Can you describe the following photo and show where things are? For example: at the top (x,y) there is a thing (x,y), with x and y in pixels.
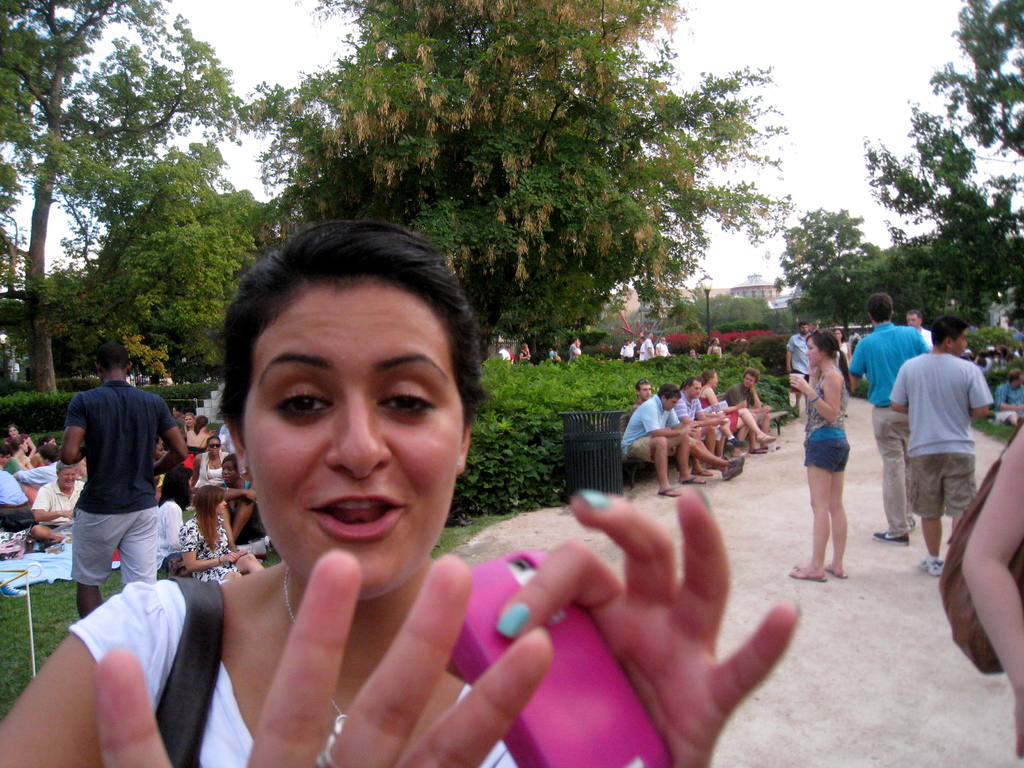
In this picture we can observe a woman (167,609) wearing white color t-shirt (169,640) and holding a pink color mobile (490,640) in her hand (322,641). There are some people (652,443) sitting on the bench (648,462) and standing in this path (719,507). We can observe some trees (536,243) and plants (540,396) here. In the background (837,58) there is a sky (774,19).
